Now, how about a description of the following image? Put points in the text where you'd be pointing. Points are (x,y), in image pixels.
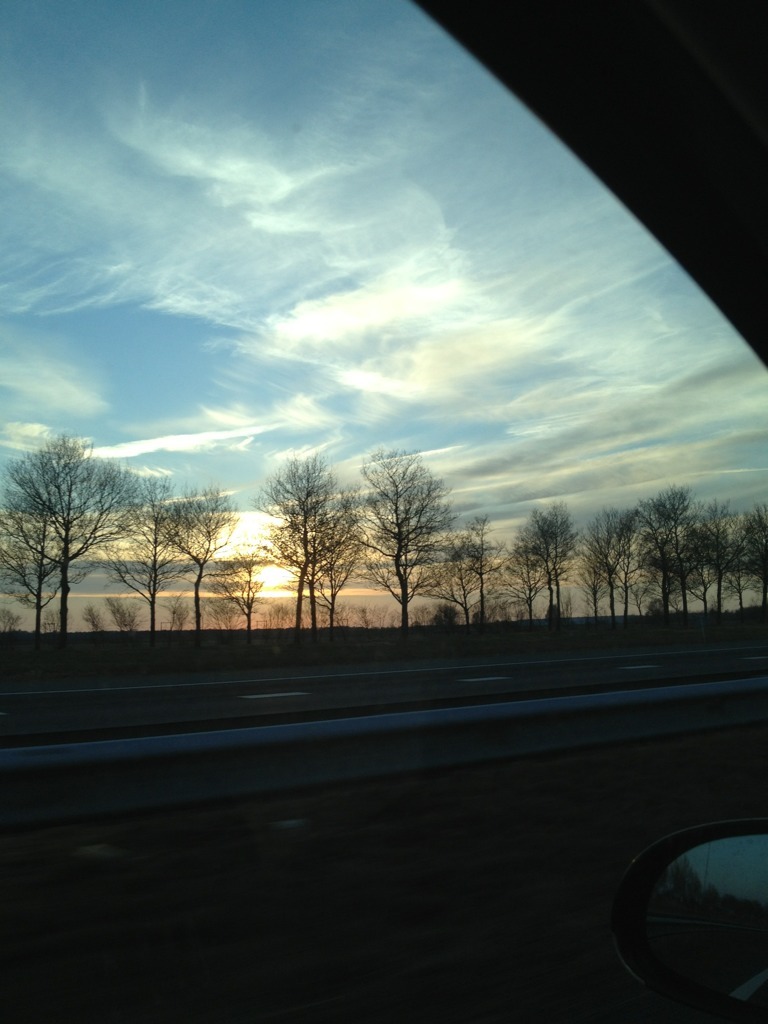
In this picture we can see a mirror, glass (555,818) of a vehicle (745,138) and in the background (669,435) we can see trees (668,553), sky (668,414).
